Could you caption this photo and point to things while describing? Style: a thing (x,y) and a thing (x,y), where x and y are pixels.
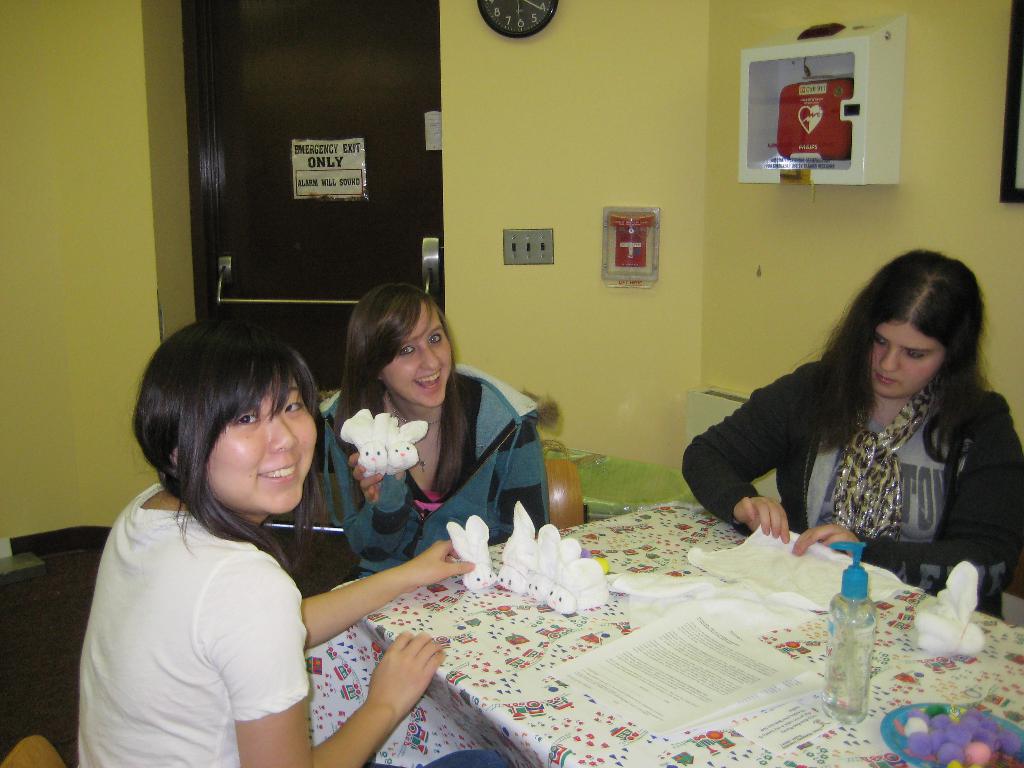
In the image we can see there are people (958,429) who are sitting on chair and on table (698,746) there are papers (677,683) and hand sanitizer (852,678).
